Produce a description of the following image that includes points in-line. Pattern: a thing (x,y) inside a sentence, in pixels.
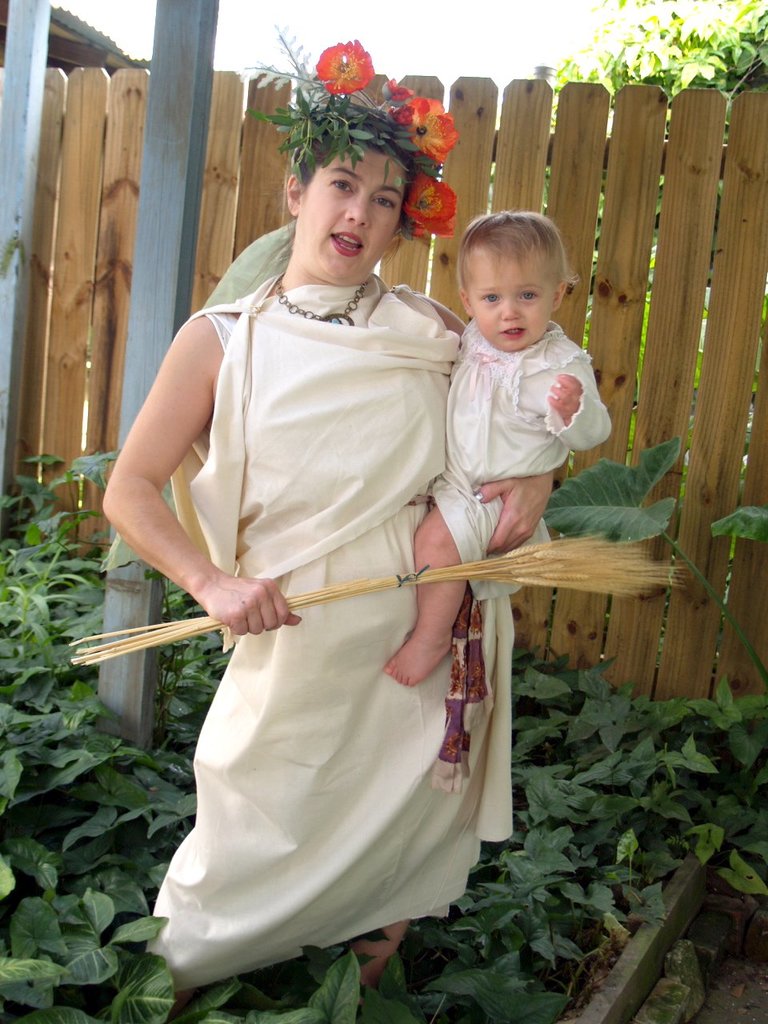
This image consists of a woman (436,374) wearing white dress (322,506) is holding a baby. At the bottom (12,934), there are green plants (655,851). In the background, there is a fencing (109,126) made up of wood (756,296).
